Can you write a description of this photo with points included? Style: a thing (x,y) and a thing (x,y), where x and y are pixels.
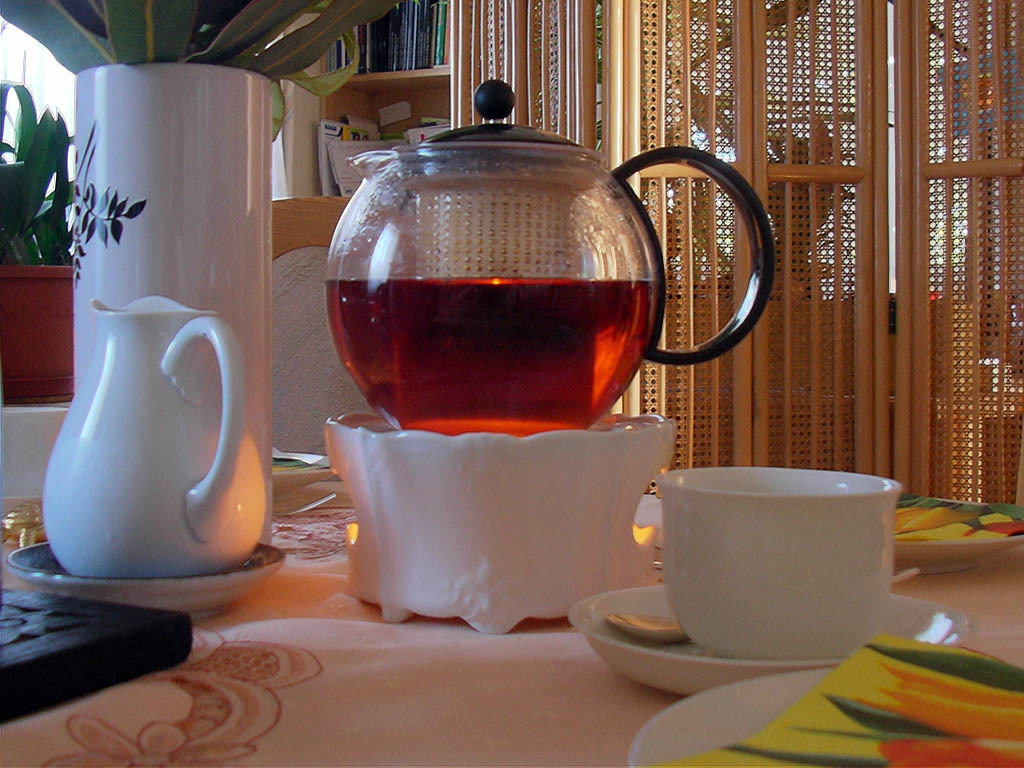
Here on a table (100,753) we can see tea pot (438,272) on an object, cup (717,562), spoon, saucer (786,662), plates (640,754), flower vase (180,70) and some other items (22,701). In the background (795,195) there is a house plants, books (431,8) and papers (426,138) on a rack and a wooden stand (709,211).
